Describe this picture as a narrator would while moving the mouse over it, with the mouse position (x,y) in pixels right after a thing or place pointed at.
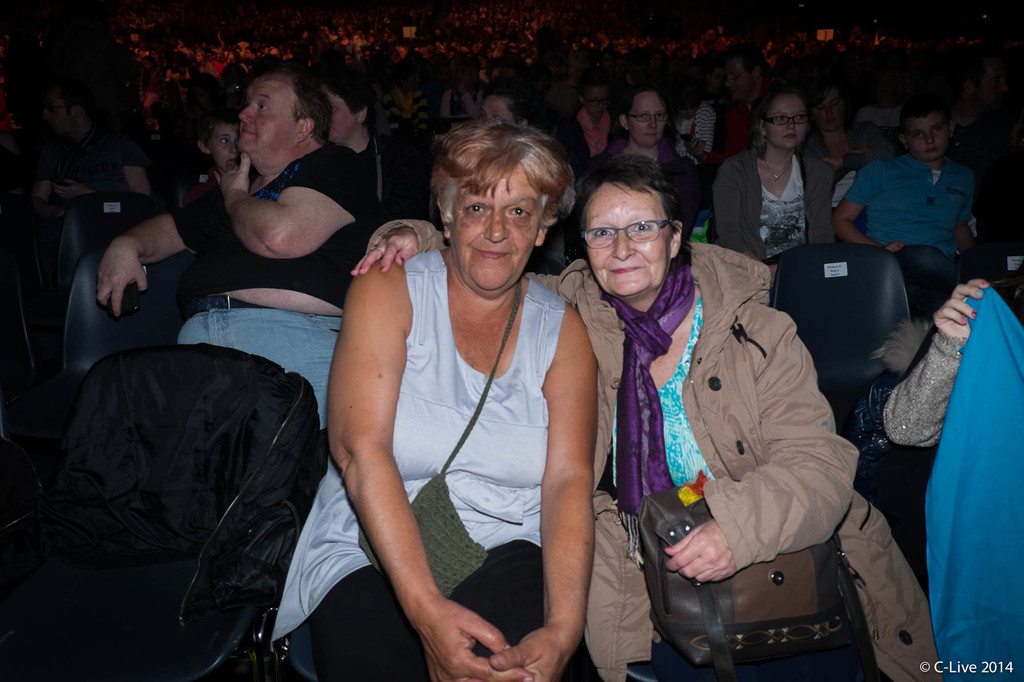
There are many people (687,290) sitting. In the front (664,371) a lady (725,385) on the right side (710,377) is wearing a scarf (664,324) and specs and holding a bag (703,593). On the left side (128,565) there is a jacket (209,385) on the chair (165,589). Also there are many chairs (834,263).
